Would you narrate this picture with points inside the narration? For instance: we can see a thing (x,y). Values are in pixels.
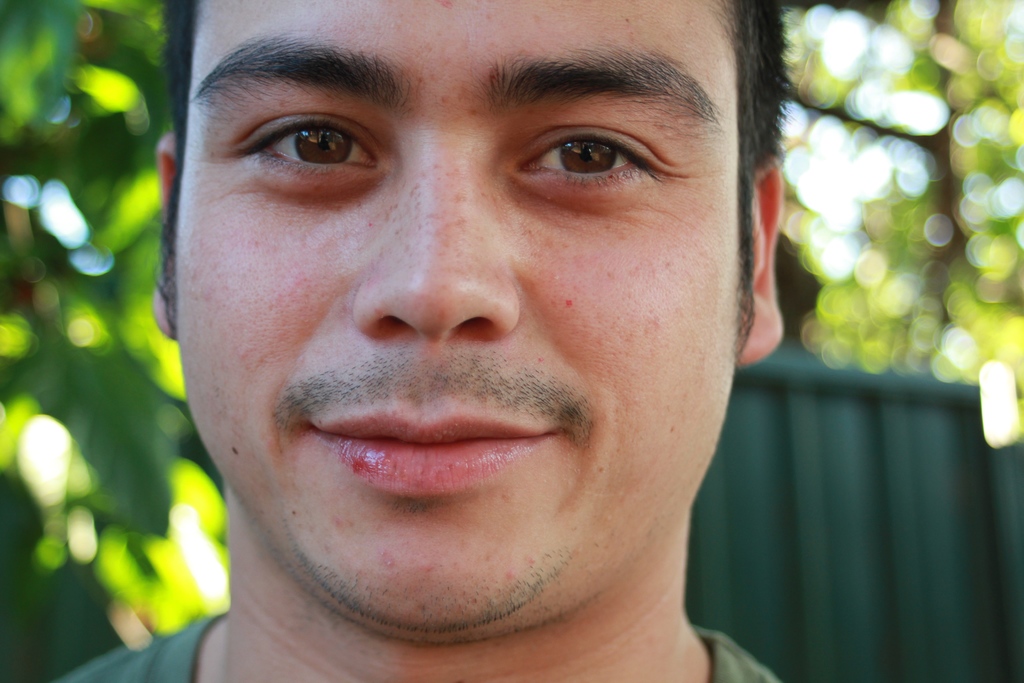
In this image in the foreground (234,290) there is one man (417,394), and in the background (873,128) there are trees (931,110) and one object (894,412) it looks like a container (748,475).
